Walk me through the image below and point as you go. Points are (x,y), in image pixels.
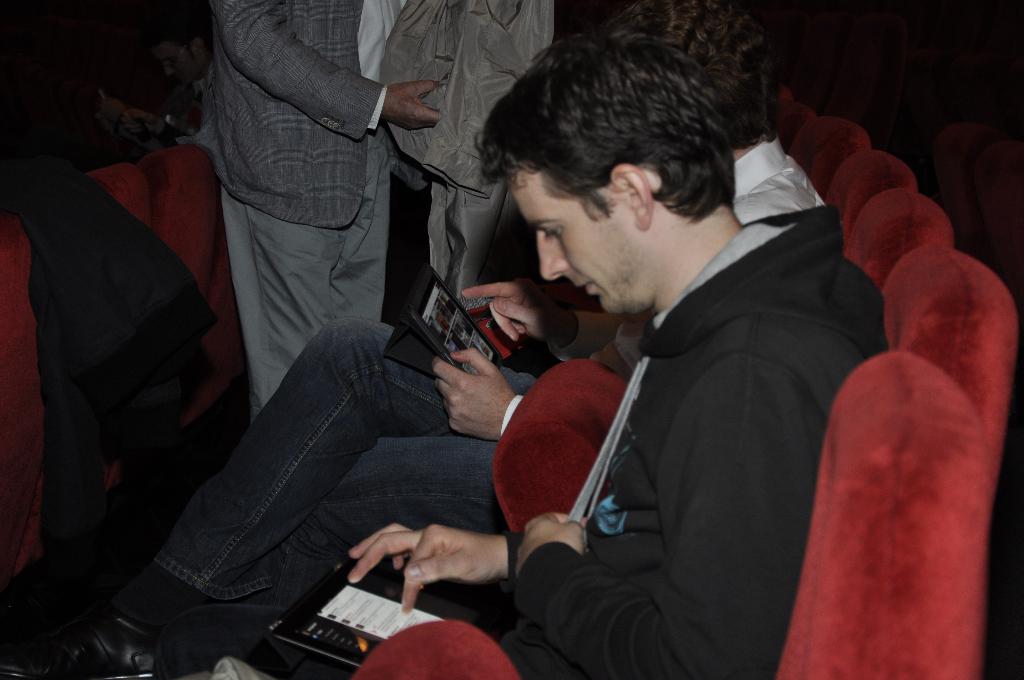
In this image we can see person (392,553) sitting on the chairs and holding tablets (383,571) in their hands (499,382). In the background (330,282) we can see persons (356,159) standing on the floor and some are sitting on the chairs (125,198).
